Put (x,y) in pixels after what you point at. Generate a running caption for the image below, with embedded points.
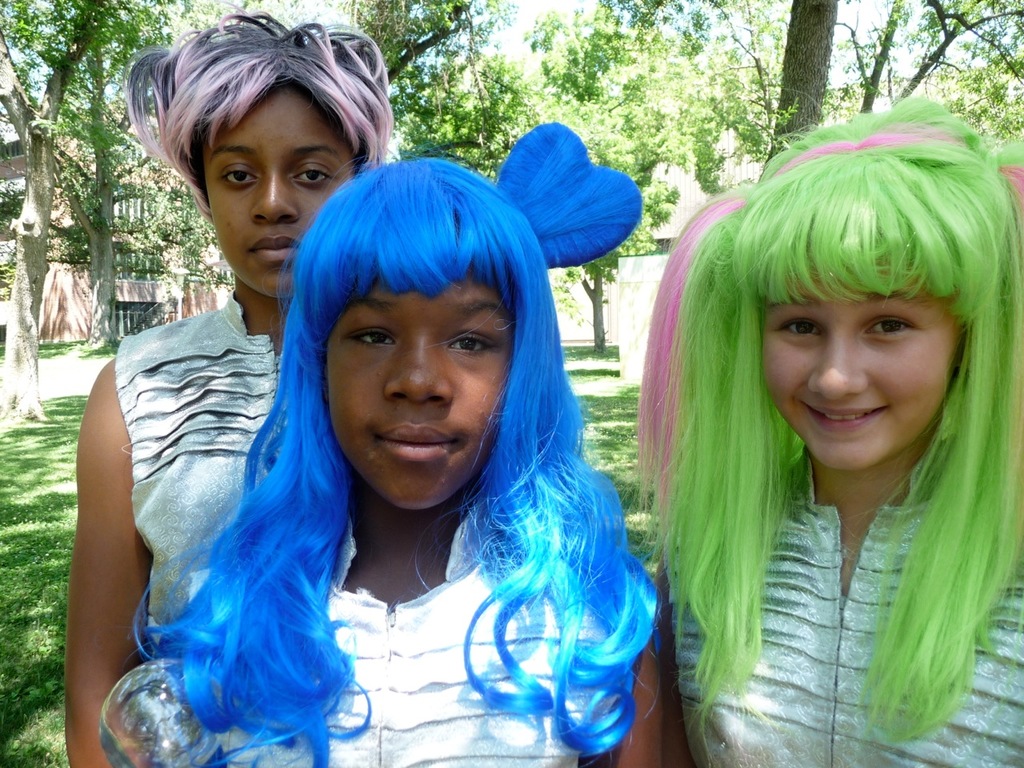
in this image we can see three women (790,383) wearing dress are standing. In the background (125,200), we can see a group of trees (105,185) and building (76,312).
